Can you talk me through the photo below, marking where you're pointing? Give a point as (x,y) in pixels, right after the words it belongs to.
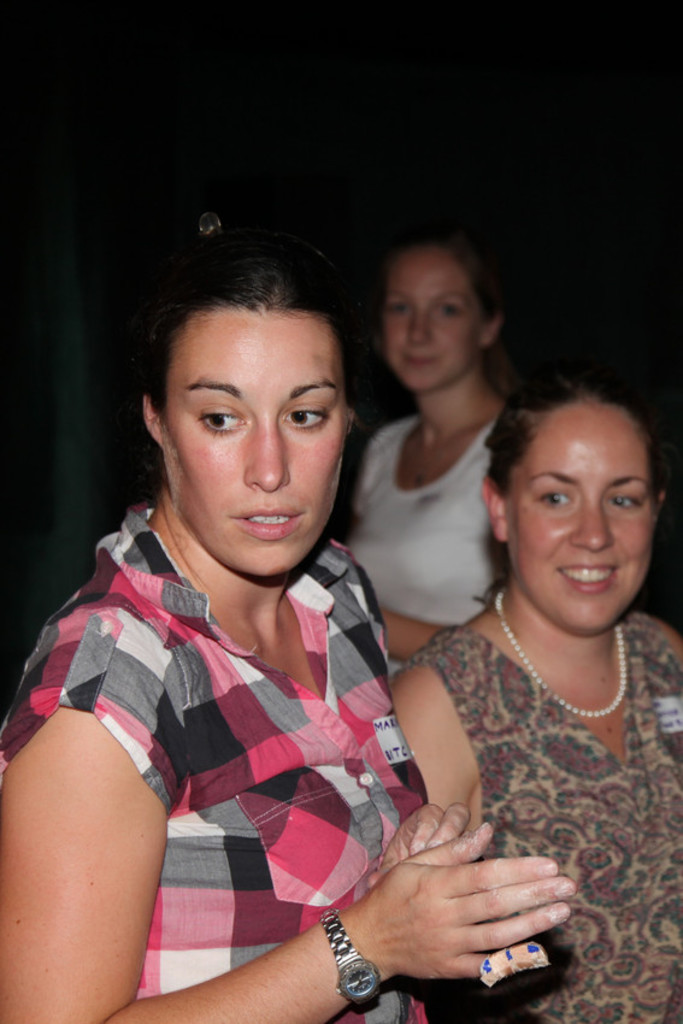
In this image I can see few women (433,387) and on the right side of the image (677,786) I can see one of them is smiling. I can also see this image is little bit blurry in the background (400,215) and I can see black colour in the background (517,159).
